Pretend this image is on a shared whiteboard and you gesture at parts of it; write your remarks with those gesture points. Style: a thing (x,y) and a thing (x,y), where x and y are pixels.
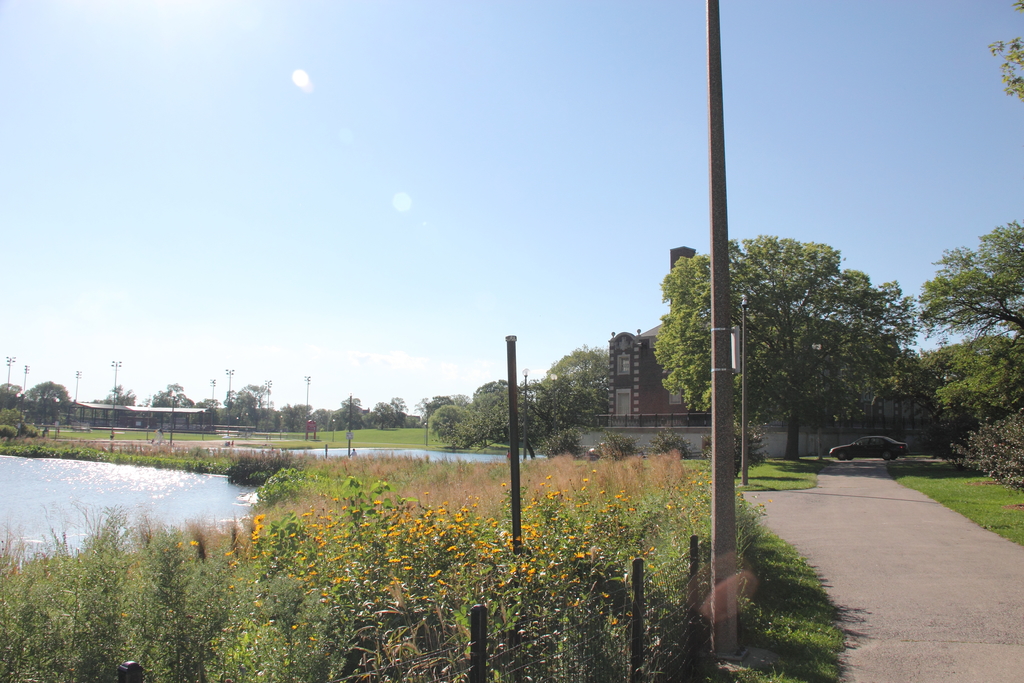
In the foreground of this image (604,555), there are flowers (508,545), plants (428,555), water (102,500) and few poles (717,502). On the right (907,566), there is a path (907,566). In the background (833,332), there are trees (773,331), few poles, a vehicle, buildings (643,376) and the sky (425,104).
